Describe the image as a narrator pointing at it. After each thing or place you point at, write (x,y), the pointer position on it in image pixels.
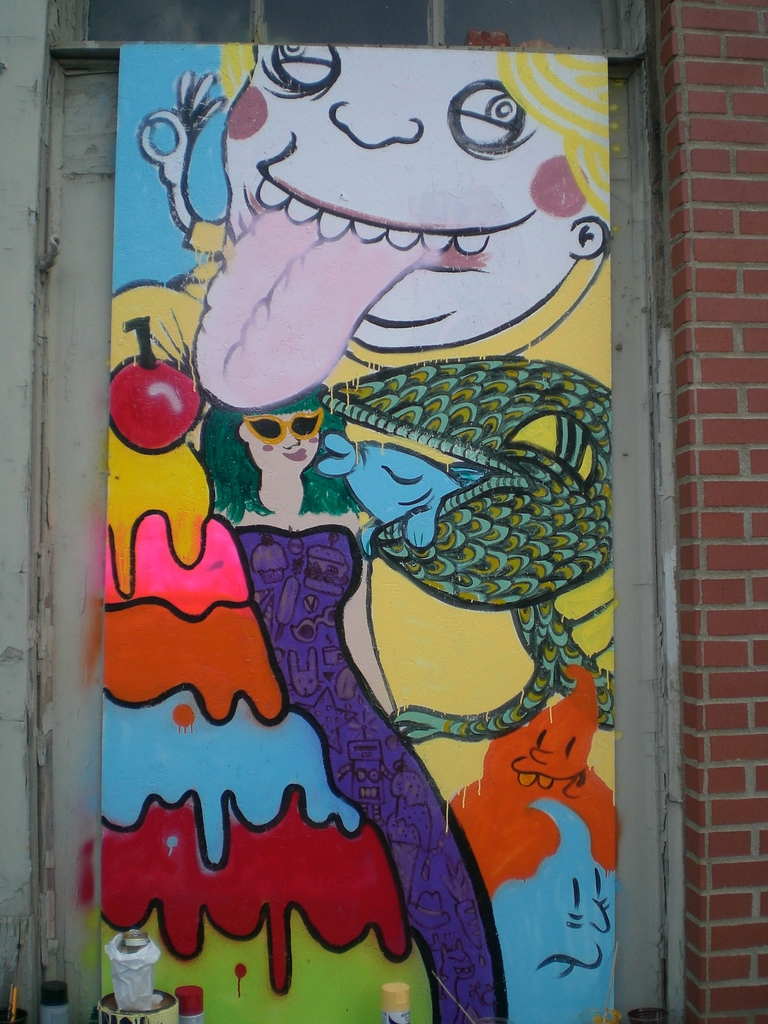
In this image there is a board (392,662) in the middle (400,606). On the board (451,654) there is a painting (354,511). In the painting (354,511) we can see that there is a girl (315,604) in the middle (352,519). Beside her there is a fish (394,473). The board (360,434) is kept near the wall (679,293).
